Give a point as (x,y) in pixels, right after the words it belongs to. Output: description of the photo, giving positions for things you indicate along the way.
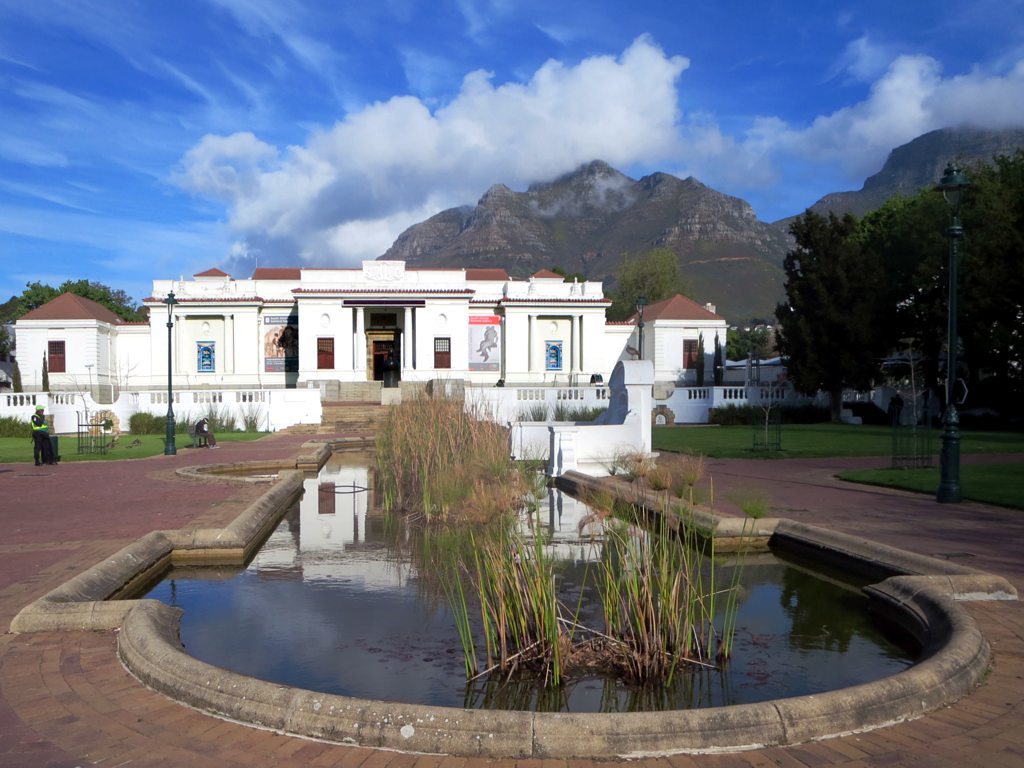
In this image we can see building (225,340), street poles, street lights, persons (44,423) standing, grass (142,453), water (569,604), trees (661,296), hills (650,244) and sky (403,123) with clouds (403,123).
